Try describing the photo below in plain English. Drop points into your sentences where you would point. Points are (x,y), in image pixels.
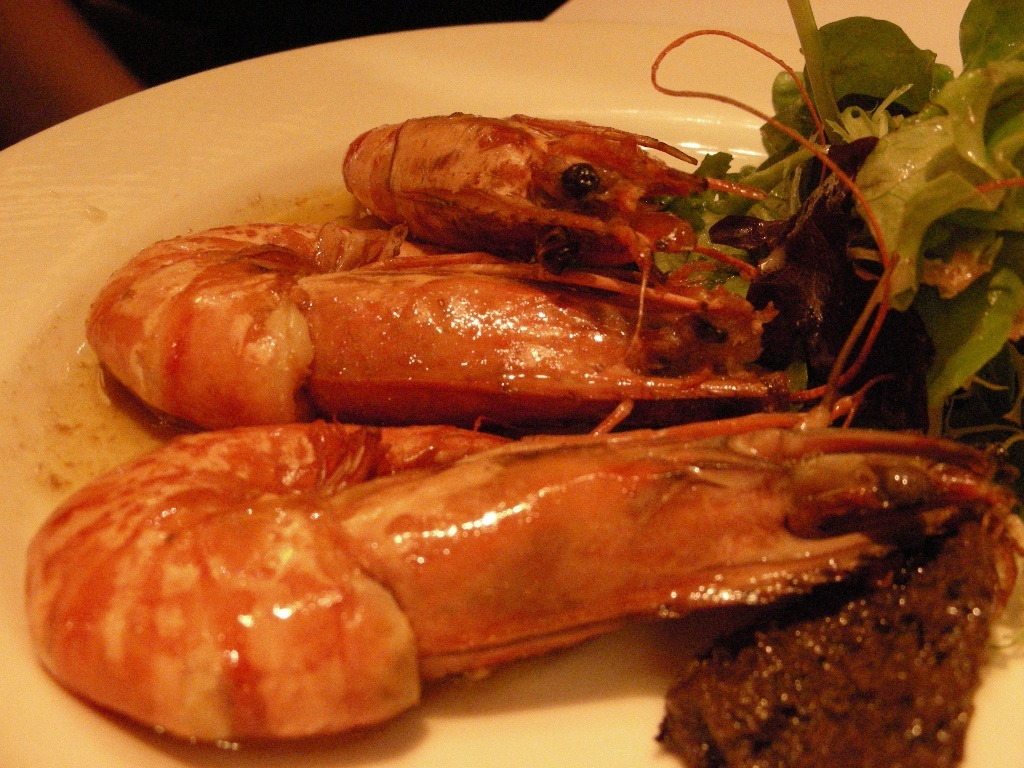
In this image we can see some food (436,420) containing prawns (476,524) and some leafy vegetables (928,294) in a plate (198,173).
